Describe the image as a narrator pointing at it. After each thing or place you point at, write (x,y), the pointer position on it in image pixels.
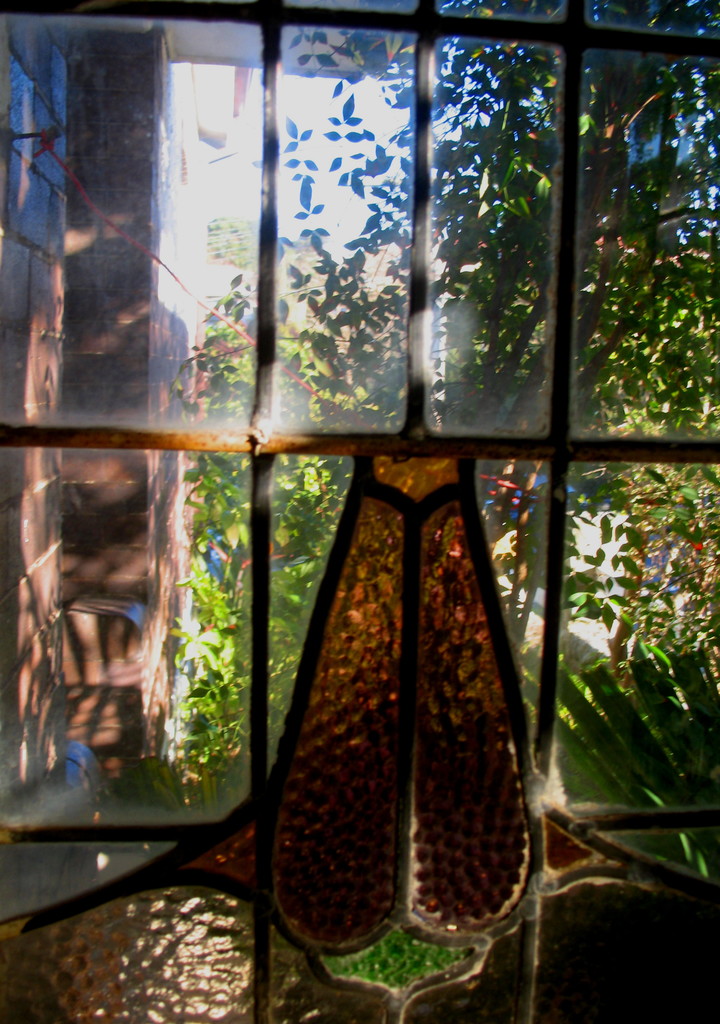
This looks like a window (238,320) with a glass door (214,423). This is an iron grill (259,403). I can see the building wall (190,216) and the trees (489,405) through the window (639,534).
